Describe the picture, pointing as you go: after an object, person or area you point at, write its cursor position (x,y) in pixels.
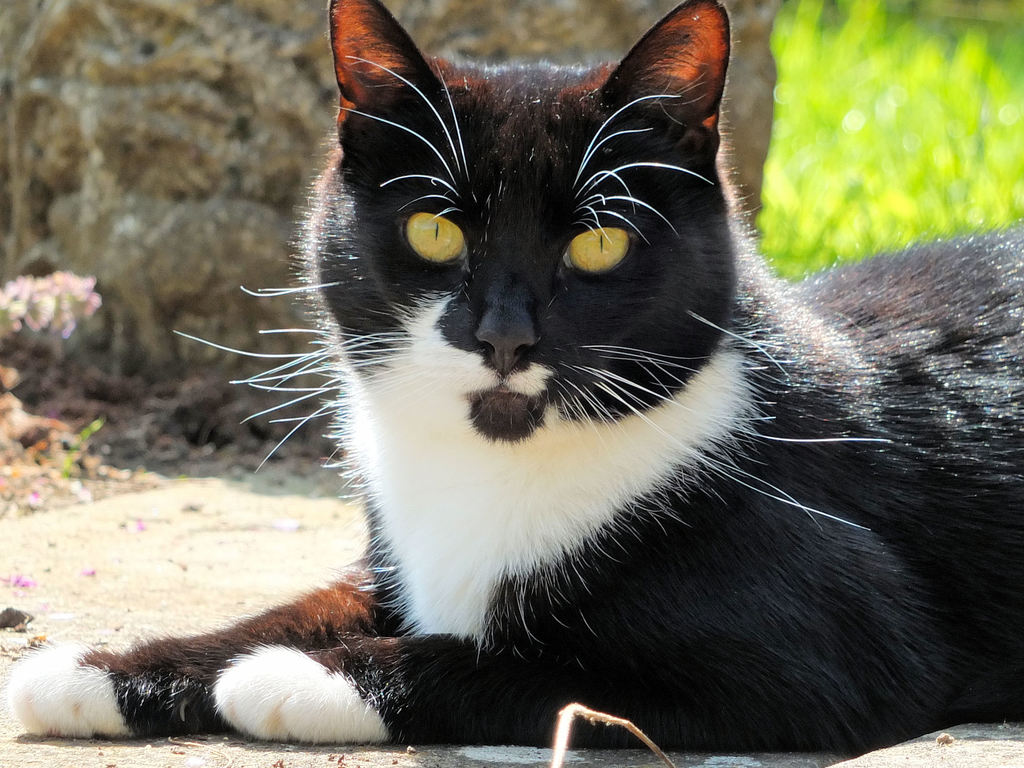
In this picture I can see a cat (733,575). in the top right hand side (868,137) there are plants (905,168), in the background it looks like a stone (185,24).
